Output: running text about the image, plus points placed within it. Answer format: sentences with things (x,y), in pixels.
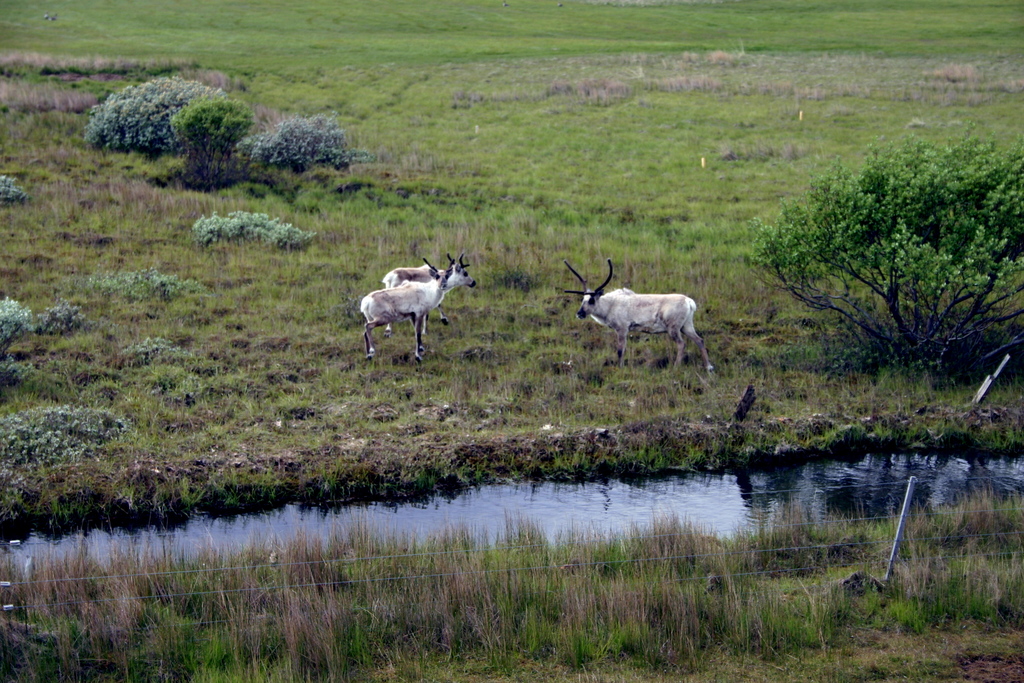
At the bottom of this image (417,575), there is a fence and there is a grass (650,601) on the ground (712,565). Beside this ground (584,555), there is a lake (510,519). Outside this lake (798,503), there are three animals (679,341) on the ground (550,345), on which there are trees (155,92) and grass (424,93) on the ground (631,246).
